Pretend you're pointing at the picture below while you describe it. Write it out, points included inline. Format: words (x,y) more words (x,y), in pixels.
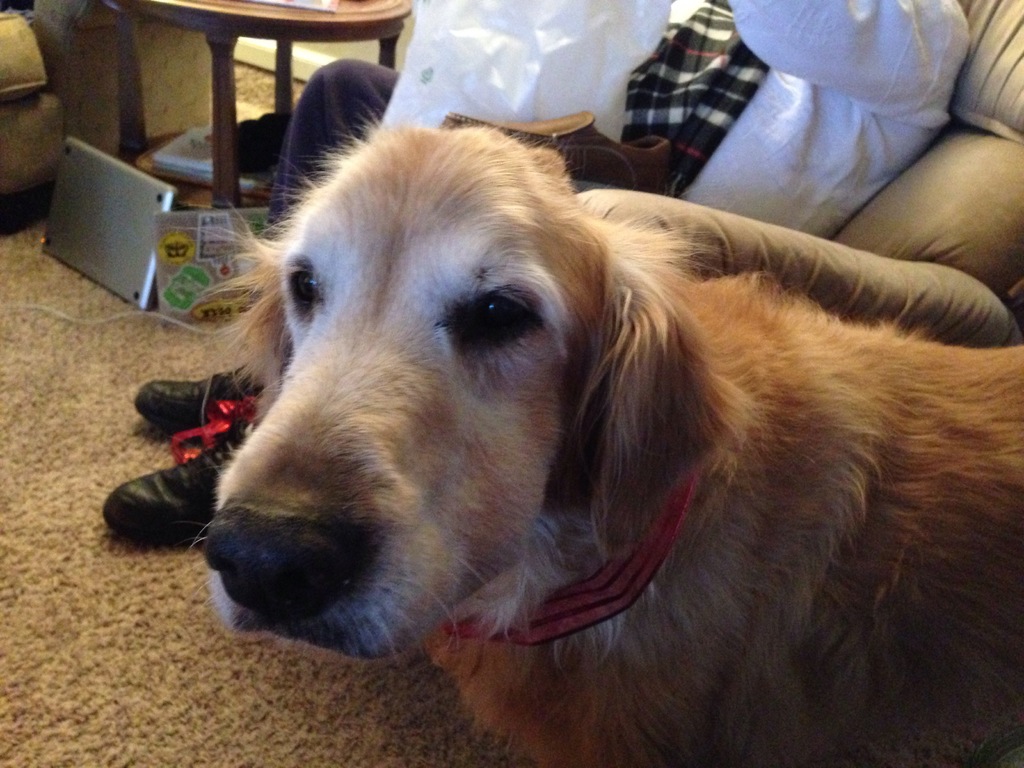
There is a dog (590,512) in the foreground area of the image (522,344), there is a person (343,121), laptop (150,190), stool (292,78) and other objects (431,38) in the background (225,80).
